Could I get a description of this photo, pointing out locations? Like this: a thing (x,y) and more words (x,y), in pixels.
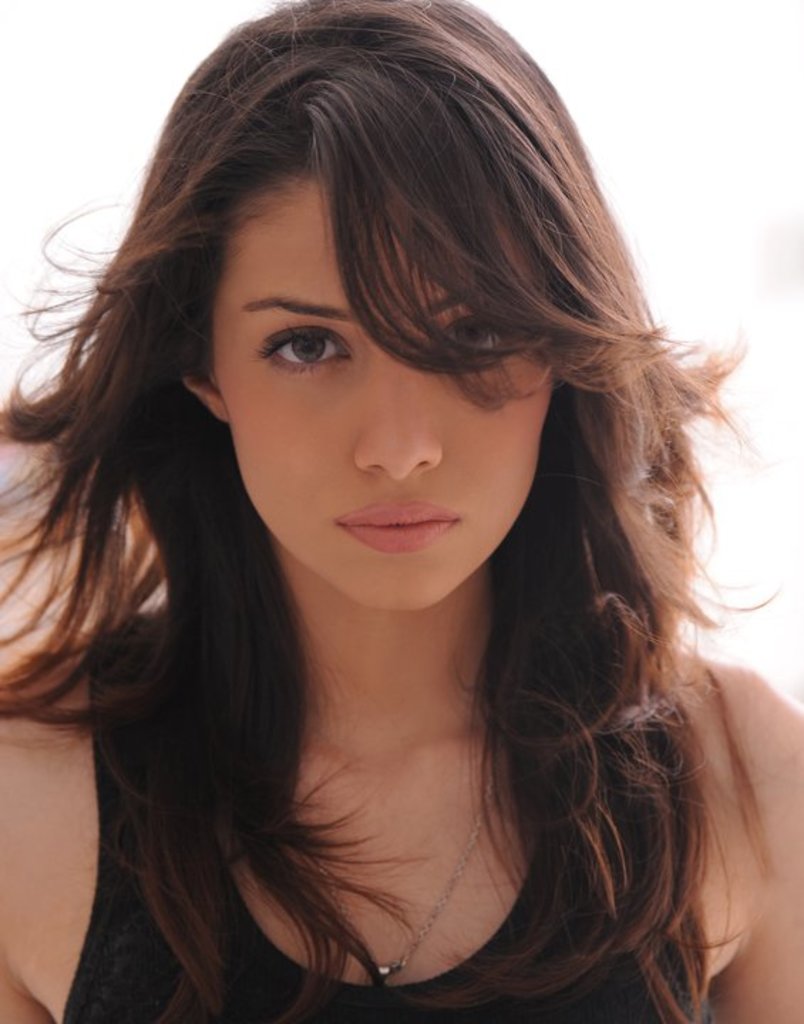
In this image we can see a lady (550,585). The background of the image (22,260) is white.
